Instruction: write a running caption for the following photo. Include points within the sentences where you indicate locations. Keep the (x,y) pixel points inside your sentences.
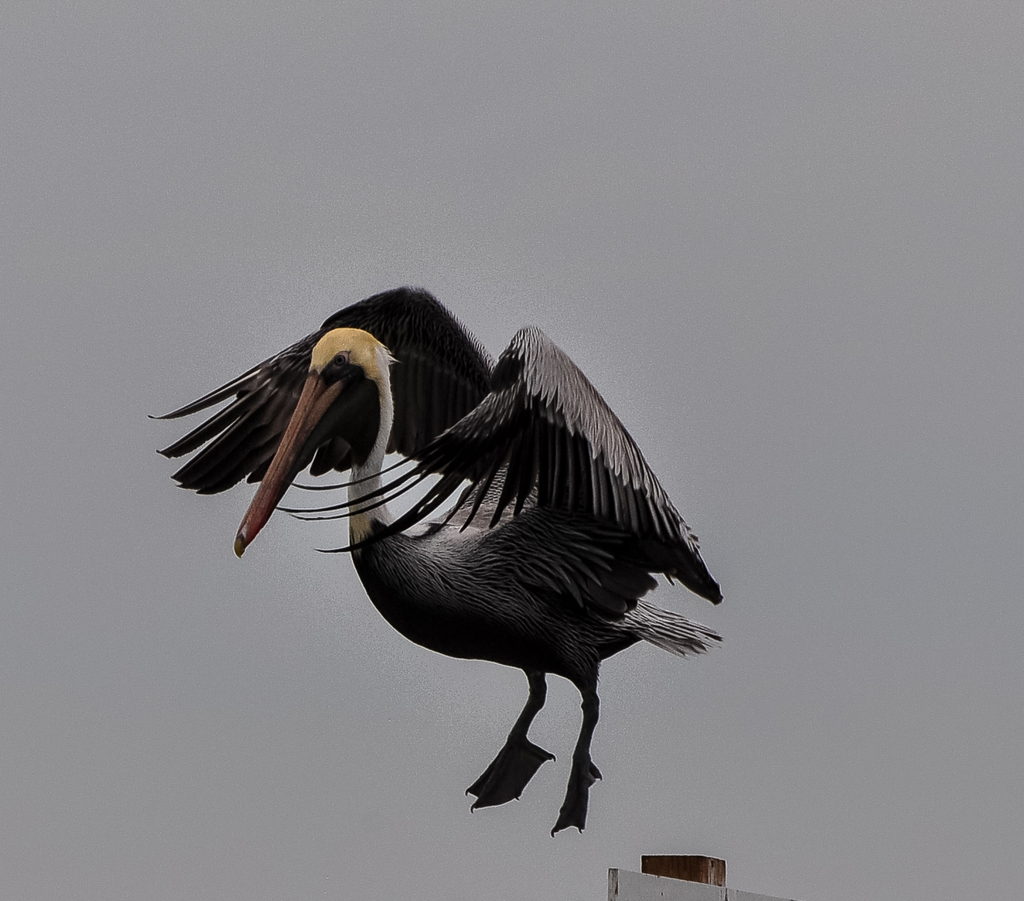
This is a photo. In this picture there is a photo of a flying bird (578,367) and the bird (607,608) is in grey color. At the bottom (688,881) there is a post (645,863). At the back (566,328) there is a grey color background (415,272).
